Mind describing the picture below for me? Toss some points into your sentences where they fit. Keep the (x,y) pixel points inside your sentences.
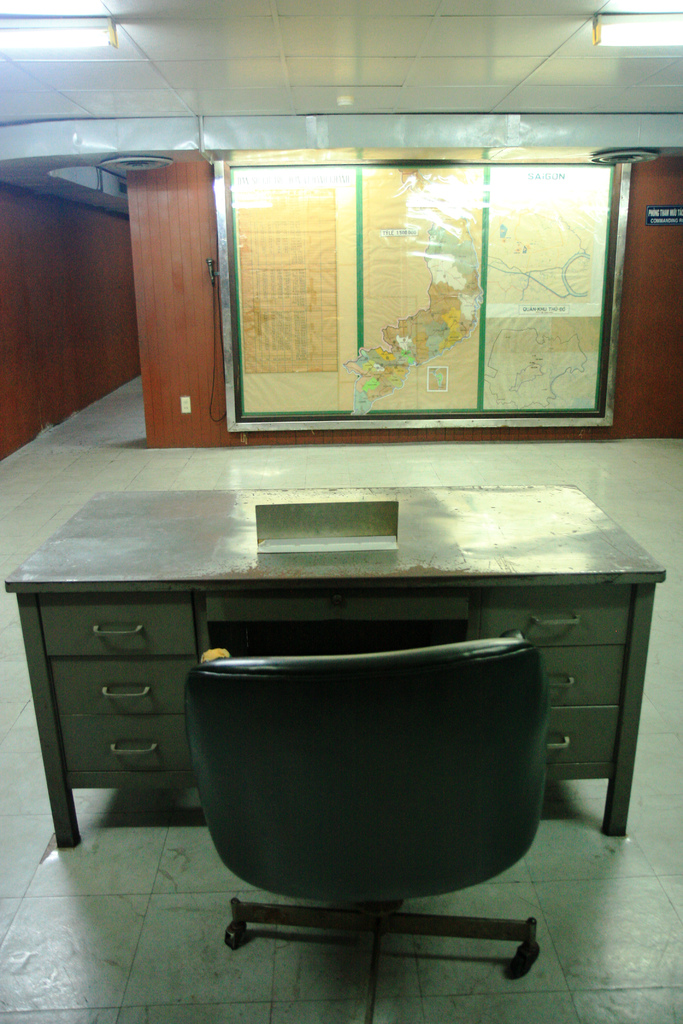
In this picture there is a view of the office Cabin (106,851). In the front (284,658) there is a table (146,605) and chair (268,761). Behind there is a brown color map (299,407) and beside we can see a wooden panel wall (45,345). On the top ceiling (306,29) there are two tube lights (68,40).
